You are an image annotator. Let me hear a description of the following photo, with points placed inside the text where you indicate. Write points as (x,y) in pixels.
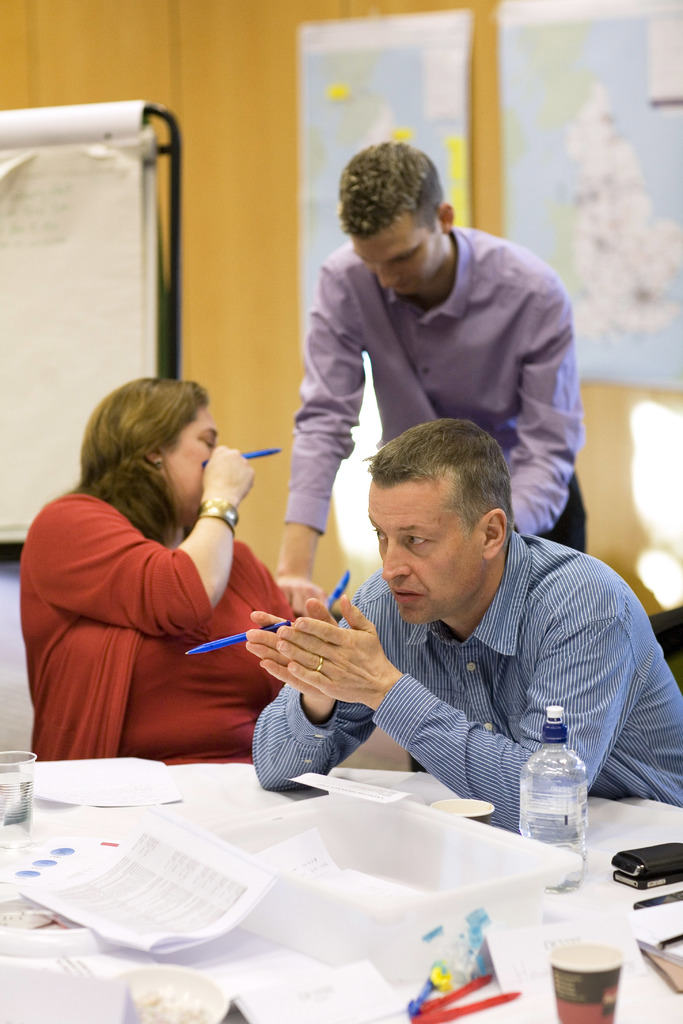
In this picture we can see three persons (500,281) where women (167,604) sitting on chair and telling something to him and here person (420,569) holding pens (229,639) in his hand (337,663) and in front of them there is table (441,792) and on table (571,898) we can see papers (148,888), glass (566,971), bottle (545,827), mobile (668,853), box (370,829) and in background (211,20) we can see wall (273,220) with map (537,59).
